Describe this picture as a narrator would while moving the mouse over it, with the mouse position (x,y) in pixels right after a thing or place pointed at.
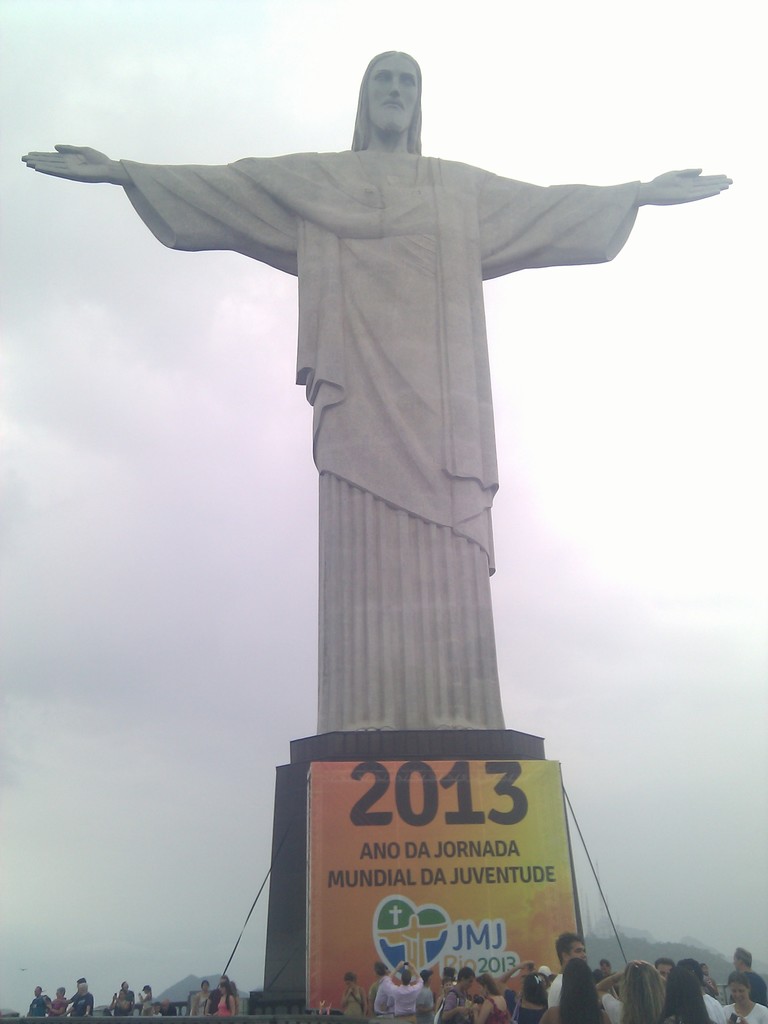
In this image we can see an idol statue (383,440). We can also see the banner (408,879) with text (471,844) and also the year (503,819). At the bottom (387,978) there are people (520,990). In the background (283,531) there is a cloudy sky (95,81).
